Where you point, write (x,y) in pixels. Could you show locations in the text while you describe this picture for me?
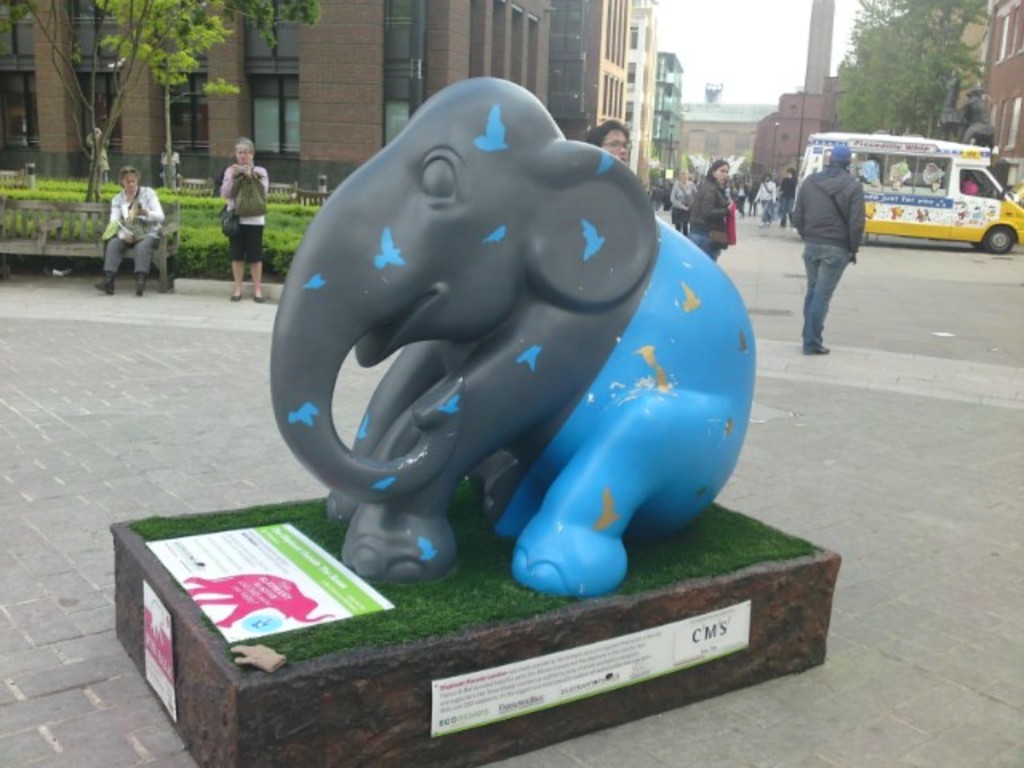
In the center of the image (423,404) we can see a statue (532,523), grass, posters (516,670). In the background of the image (91,40) we can see the road (801,377), grass (304,229), trees (860,40), buildings (609,20), windows (286,79), vehicle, statue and some people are standing. On the left side of the image (225,211) we can see a person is sitting on a bench (170,278) and a lady (256,168) is standing and carrying a bag (238,212). At the top of the image (720,53) we can see the sky (711,71).
